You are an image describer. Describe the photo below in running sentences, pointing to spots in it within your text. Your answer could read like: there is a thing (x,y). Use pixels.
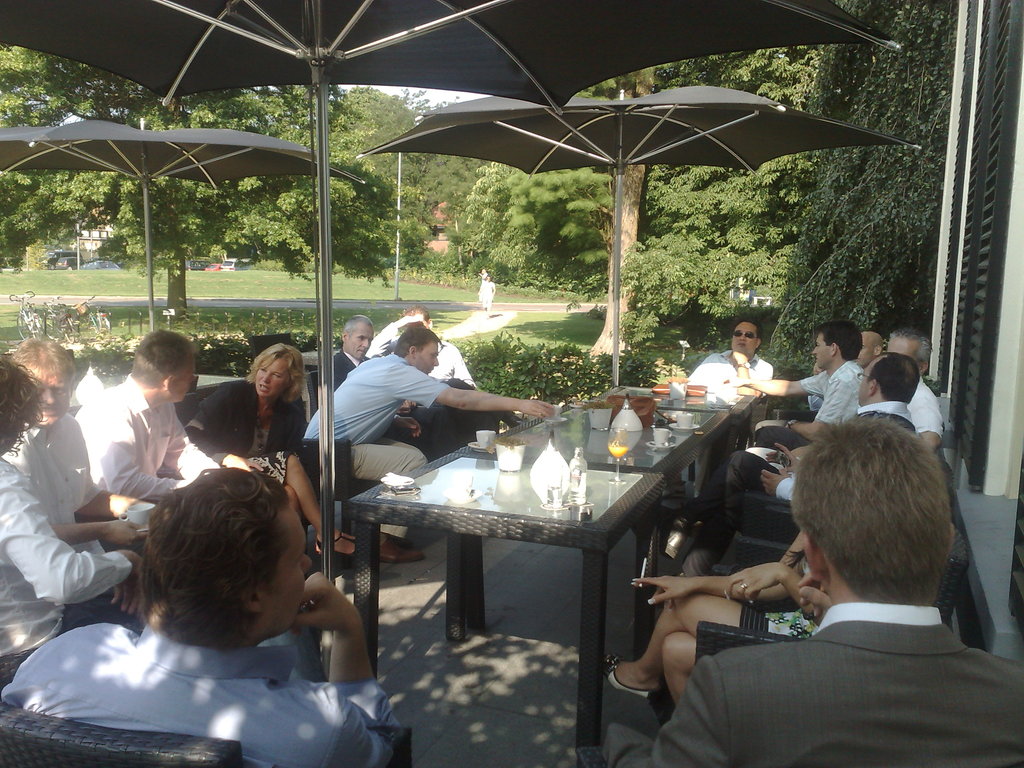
in this image there are so many people (492,406) are sitting on the chair (716,629) in front of the table (531,441) and the table (585,454) has bottle (581,481), cup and saucer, bag (651,416), tissue paper (406,481) and so many things (553,449) and background is very greenery (488,237) and behind the persons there are so many trees (409,258) are there.
